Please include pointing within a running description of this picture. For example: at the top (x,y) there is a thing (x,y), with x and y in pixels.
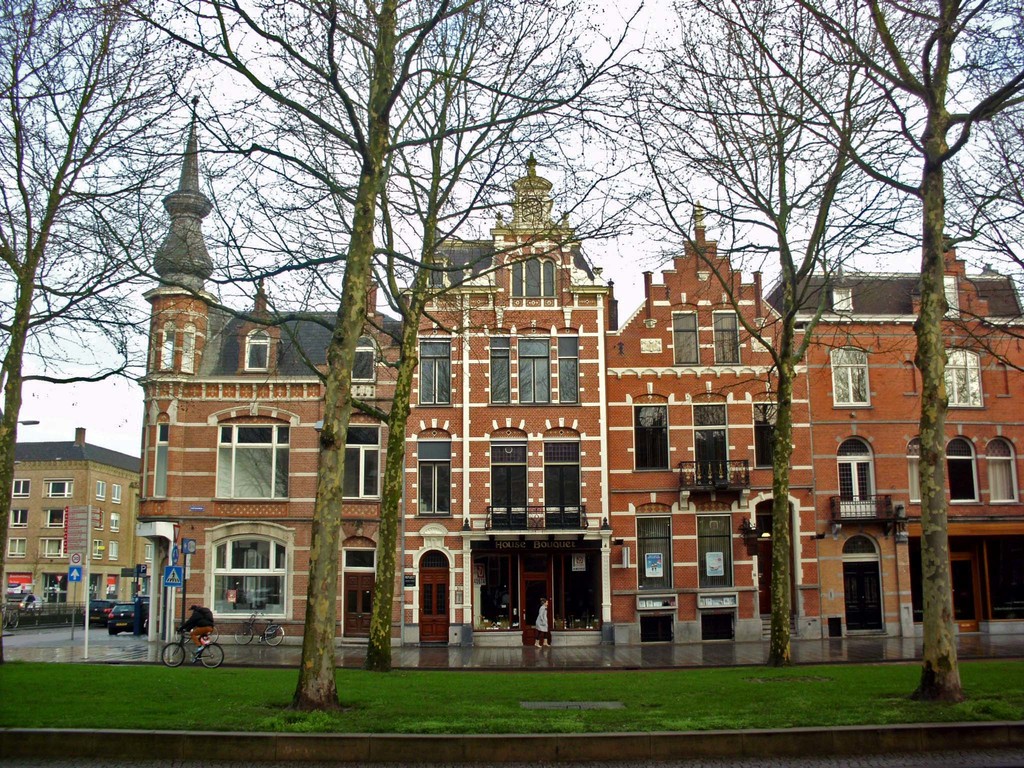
This image consists of a building (422,408) in brown color. At the bottom (537,729), there is green grass (537,729). In the front (50,304), we can see many trees (146,273). On the left (195,649), there is a person (190,632) riding bicycle (173,657). On the left (45,580), there is a building (106,587) and a car (95,614).
